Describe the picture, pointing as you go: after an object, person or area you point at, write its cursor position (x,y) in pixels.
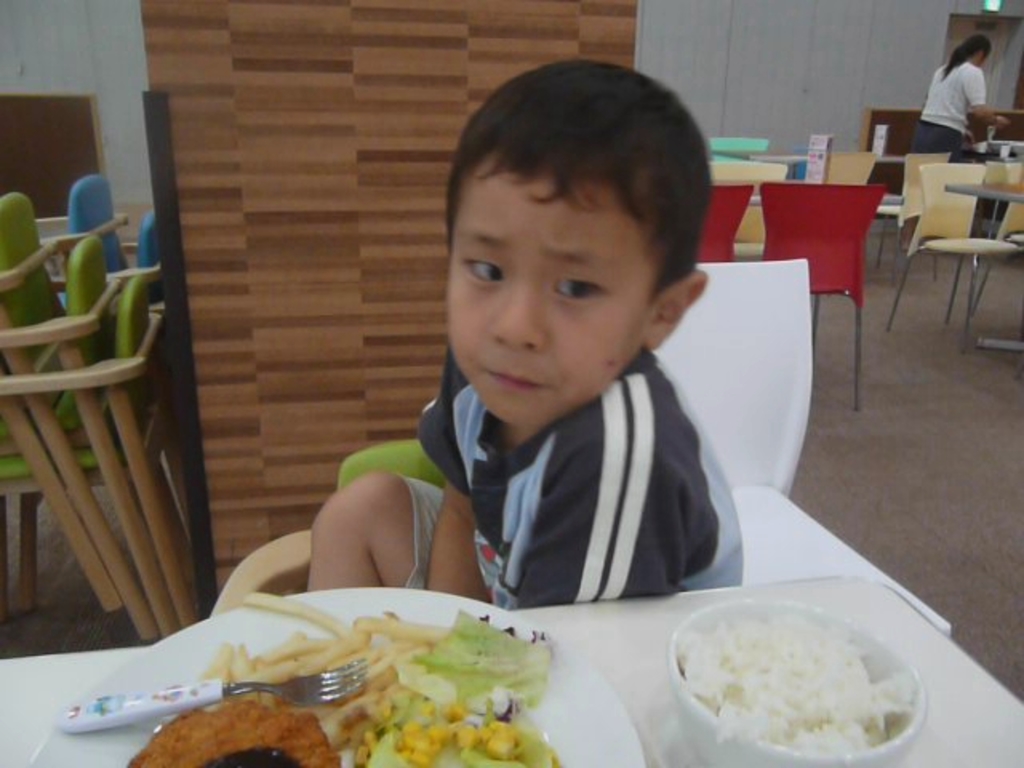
In this image I can see a woman (963,111) and a child (529,433). The woman (963,111) is standing on the floor (919,368) and the child (593,418) is sitting on a chair (712,411) in front of a table (655,646). I can also see there are few chairs (826,216) and tables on the floor (993,300), On the table (601,653) we have food (405,676), cup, plate (556,668) and other objects (318,697) on it.
